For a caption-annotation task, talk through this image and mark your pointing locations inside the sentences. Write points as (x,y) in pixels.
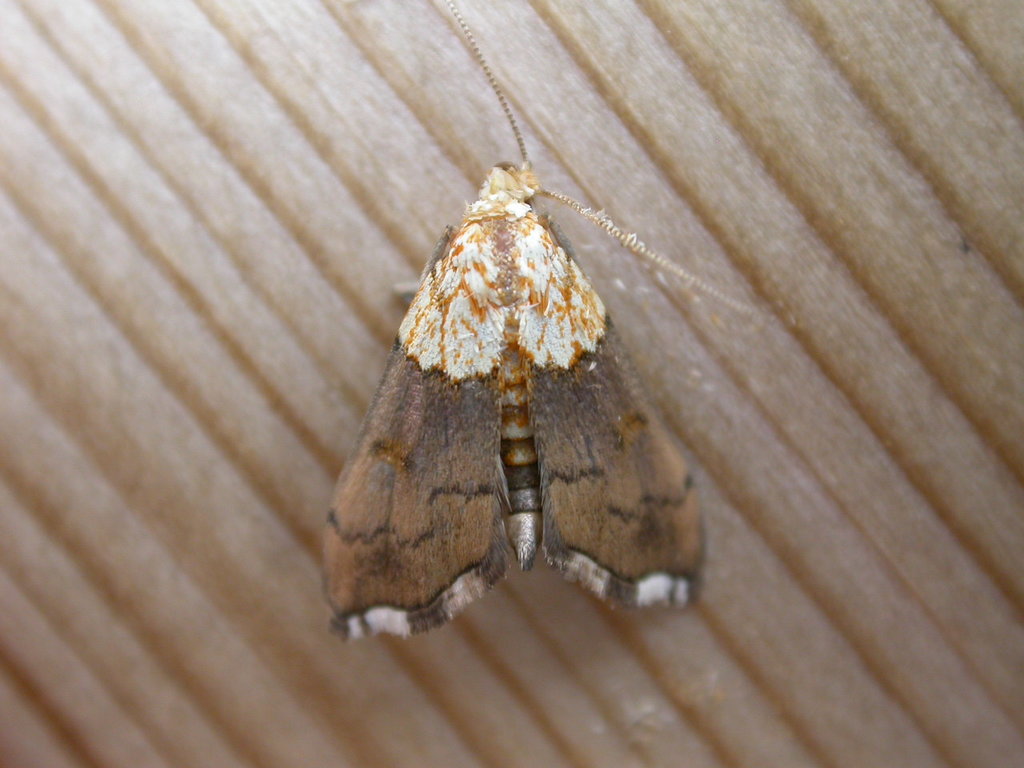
In the center of the image (591,415), we can see a moth (458,254) on the table (719,406).
